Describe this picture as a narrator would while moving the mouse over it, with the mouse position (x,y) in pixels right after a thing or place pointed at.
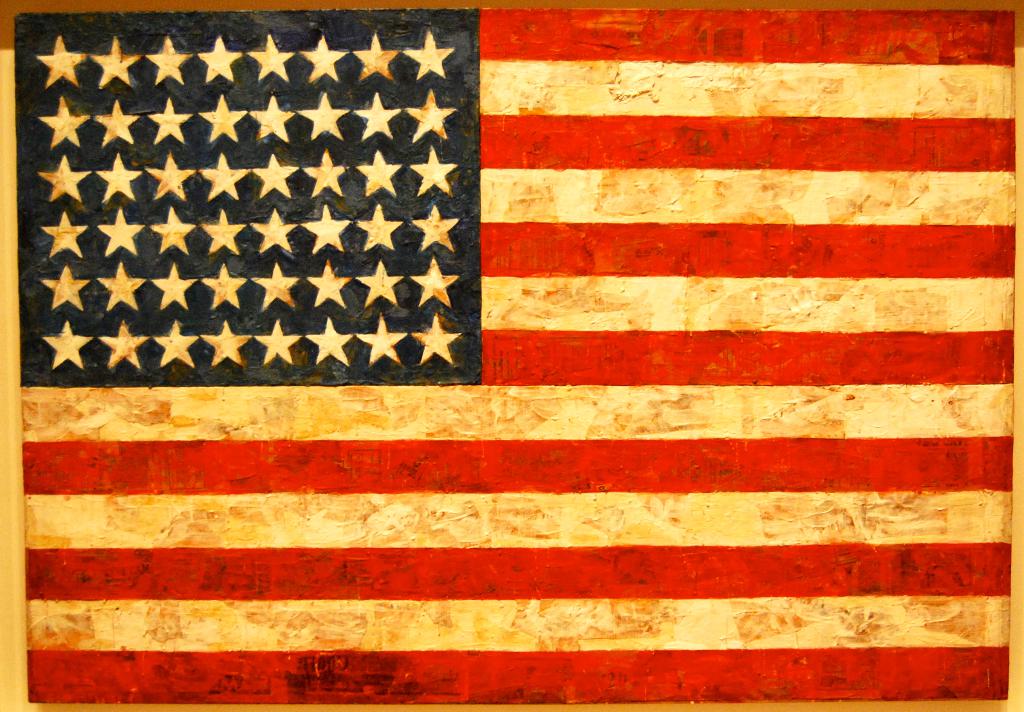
In this image we can see the paint (53,525) of a flag (90,667) on the wooden surface (839,417).
